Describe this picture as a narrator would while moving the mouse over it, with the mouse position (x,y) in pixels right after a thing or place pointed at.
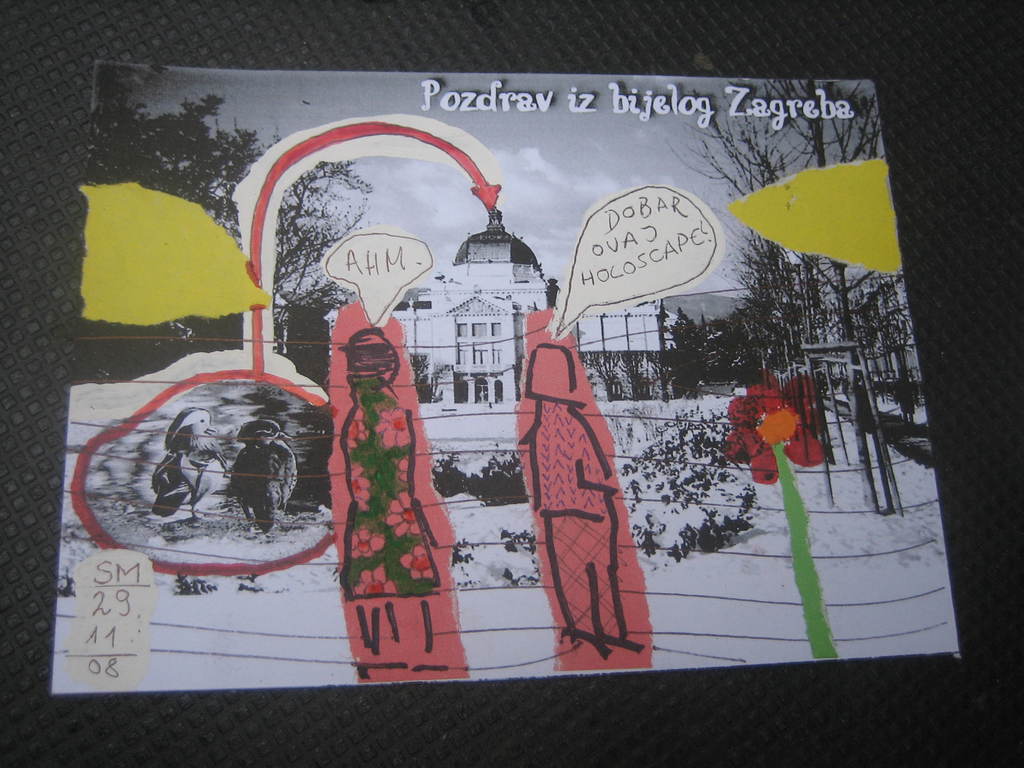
In this image we can see a poster (318,237) on a black surface (783,693). On the poster (406,549) there is something written. Also there are drawings (397,273) of trees (908,342), buildings (625,317) and some other things (264,386).
